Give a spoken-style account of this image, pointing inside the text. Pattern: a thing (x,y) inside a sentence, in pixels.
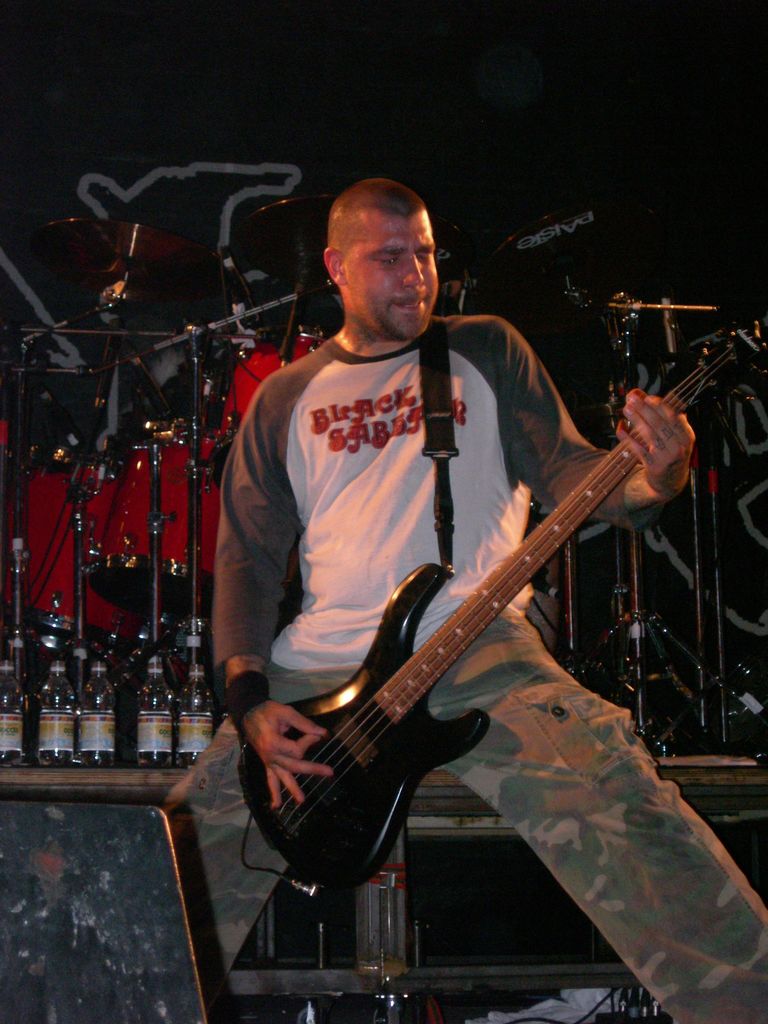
In this image there is a man (408,419) standing on the stage (402,964) and playing guitar (401,649) behind him there are so many musical instruments (43,579).
